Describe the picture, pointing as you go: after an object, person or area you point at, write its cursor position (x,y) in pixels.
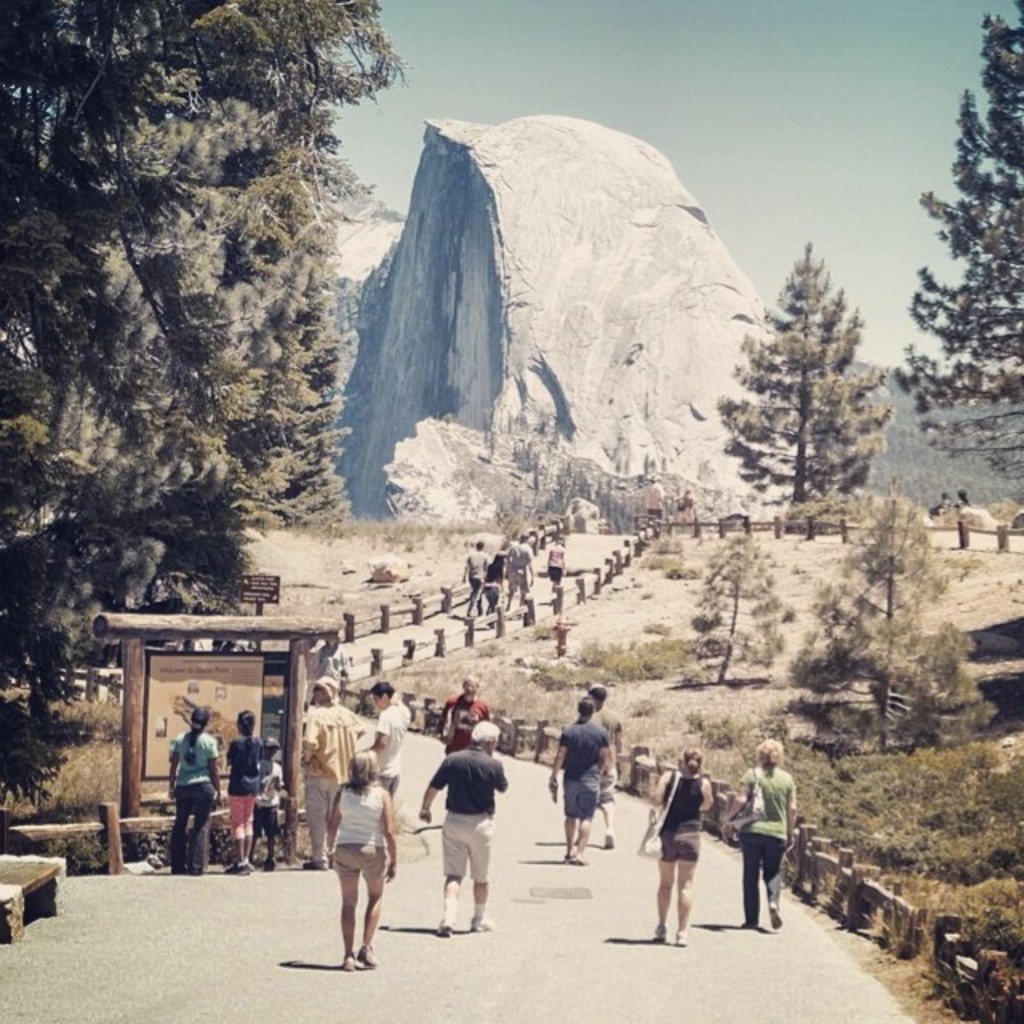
In this image, we can see some people (398,714), trees (29,8), plants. We can see the ground (629,944) with some objects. We can see the fence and a mountain (650,270). We can see the sky (783,220).
